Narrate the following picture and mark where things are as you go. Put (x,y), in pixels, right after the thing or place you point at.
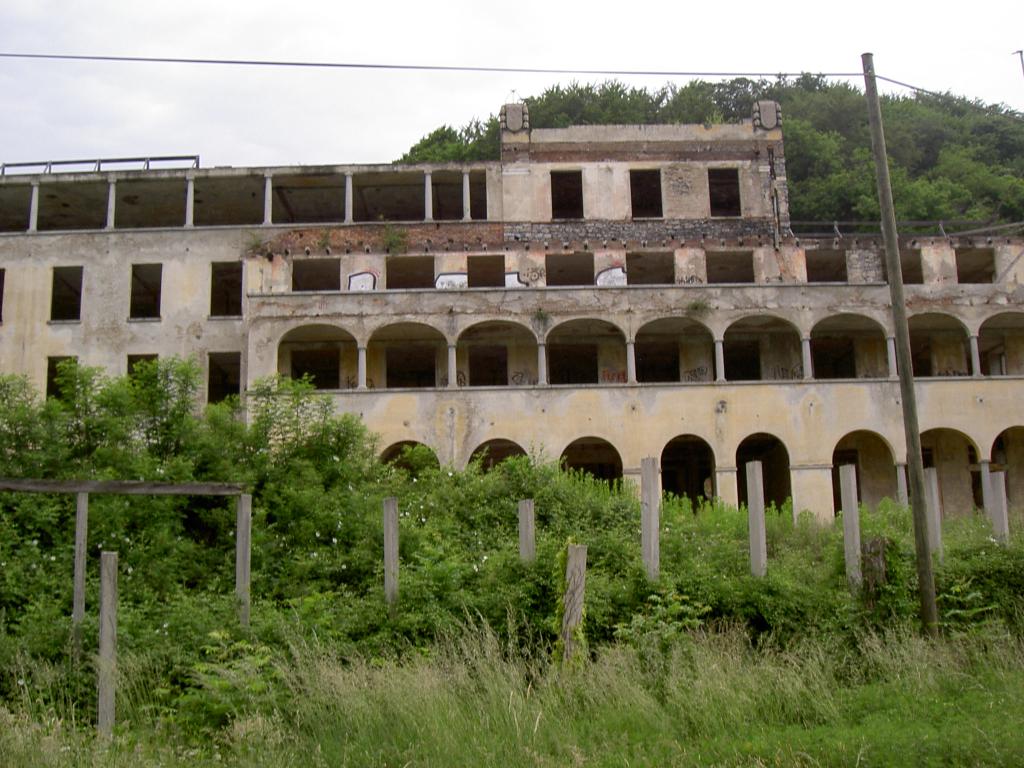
In this image I can see there are buildings (471,362) and pillars (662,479). And there is a pole (873,100) and a wire (880,77) tied to it. In front there is a grass (674,662). At the back (799,184) there are trees (796,145). And at the top (309,94) there is a sky (263,123).
